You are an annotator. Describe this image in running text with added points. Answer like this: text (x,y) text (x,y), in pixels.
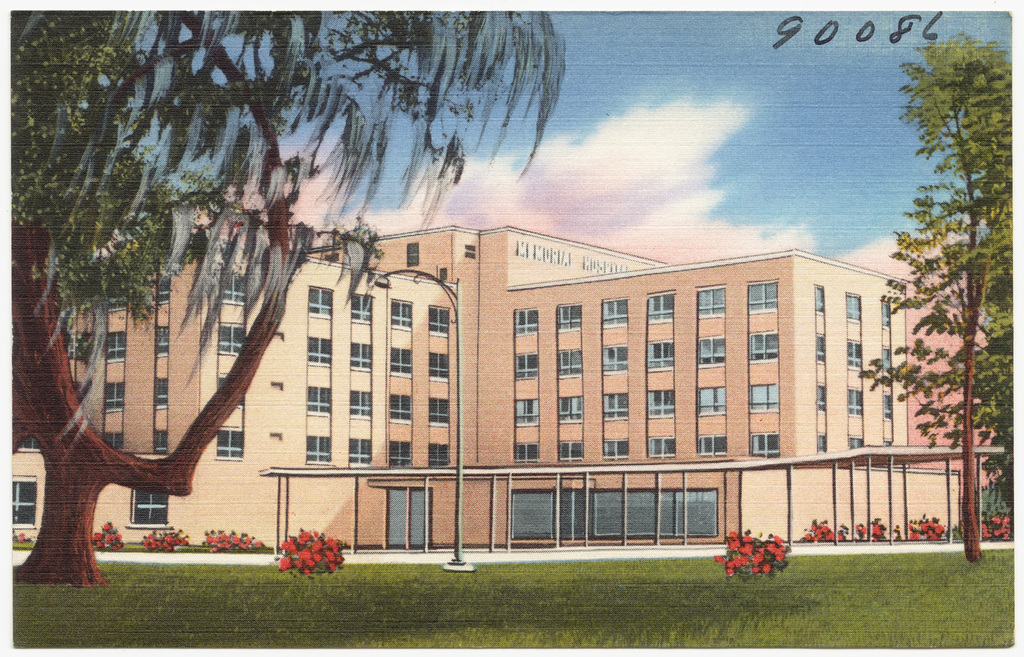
In this picture there is a building (310,280) in the center (564,319) with too many windows (369,366). Towards the left corner (63,333) there is a tree (20,276), towards the right corner (915,239) there is another tree (899,378). Between them are plants (779,557) with flowers (770,569). In the top (653,66) there is a blue sky (761,159).
